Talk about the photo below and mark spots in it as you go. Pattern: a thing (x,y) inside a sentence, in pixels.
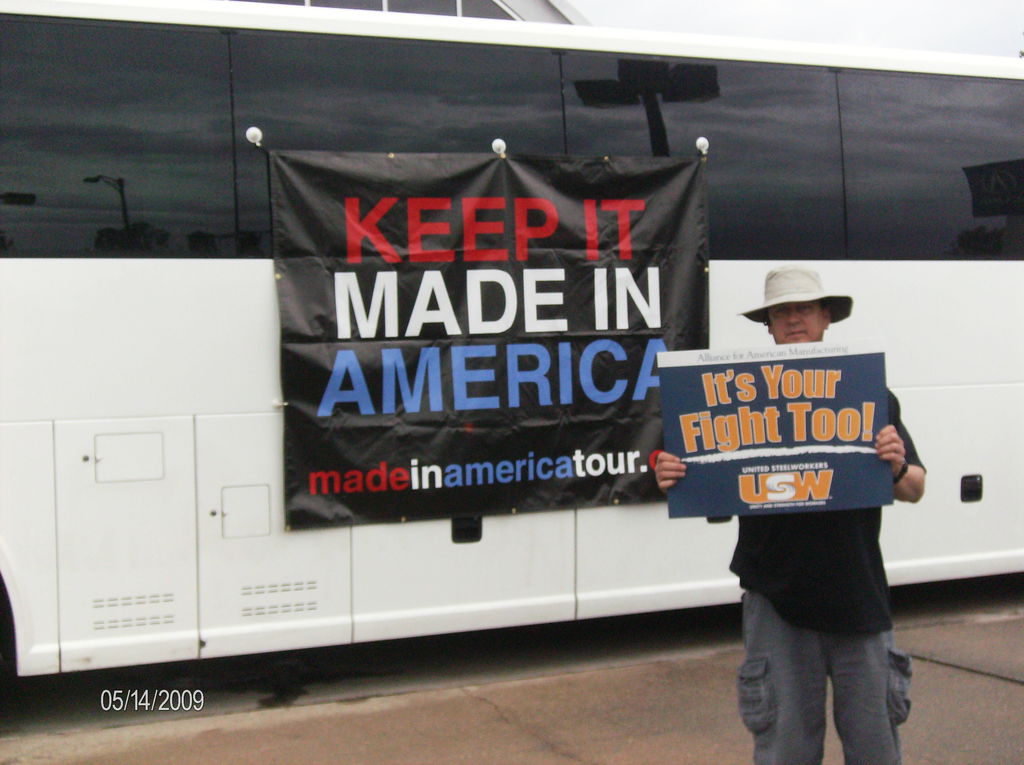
In this image we can see a man (784,635) standing on the floor (721,701) and holding an advertisement (759,402) in his hands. In the background (186,388) there is a motor vehicle (190,374) to which an advertisement (314,182) is hanged.
